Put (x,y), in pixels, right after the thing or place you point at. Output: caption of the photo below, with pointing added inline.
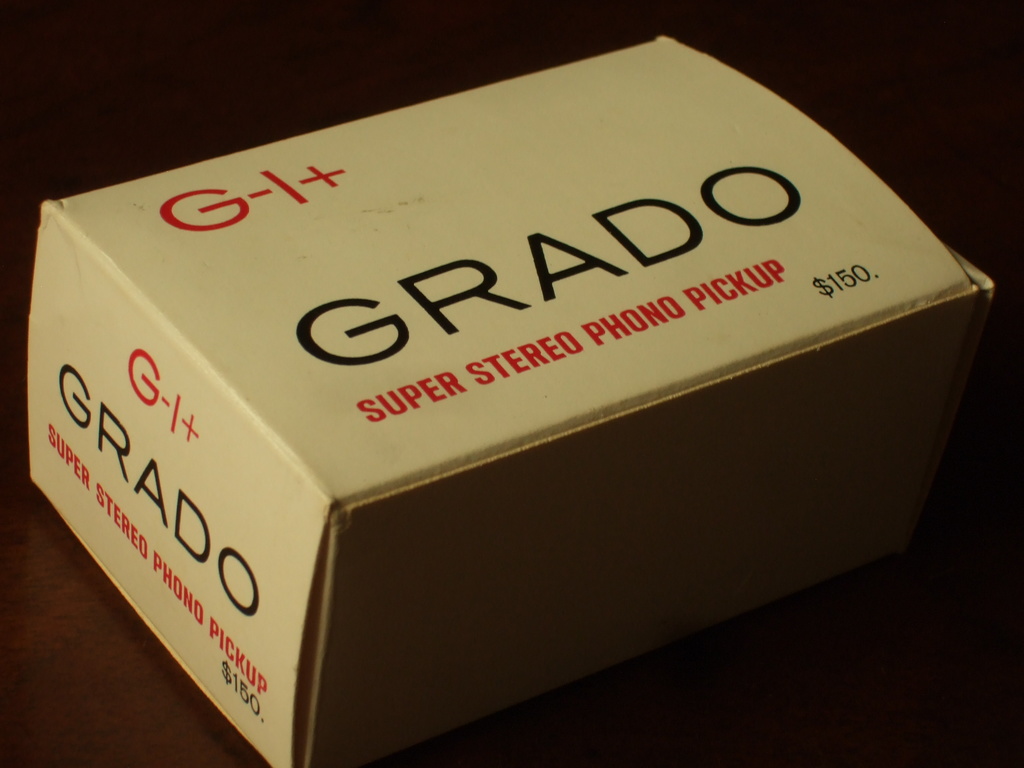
In this image, in the middle (674,400), we can see a box (564,480), on which some text (817,285) is written on the box (842,302). In the background (1021,469), we can see black color.
